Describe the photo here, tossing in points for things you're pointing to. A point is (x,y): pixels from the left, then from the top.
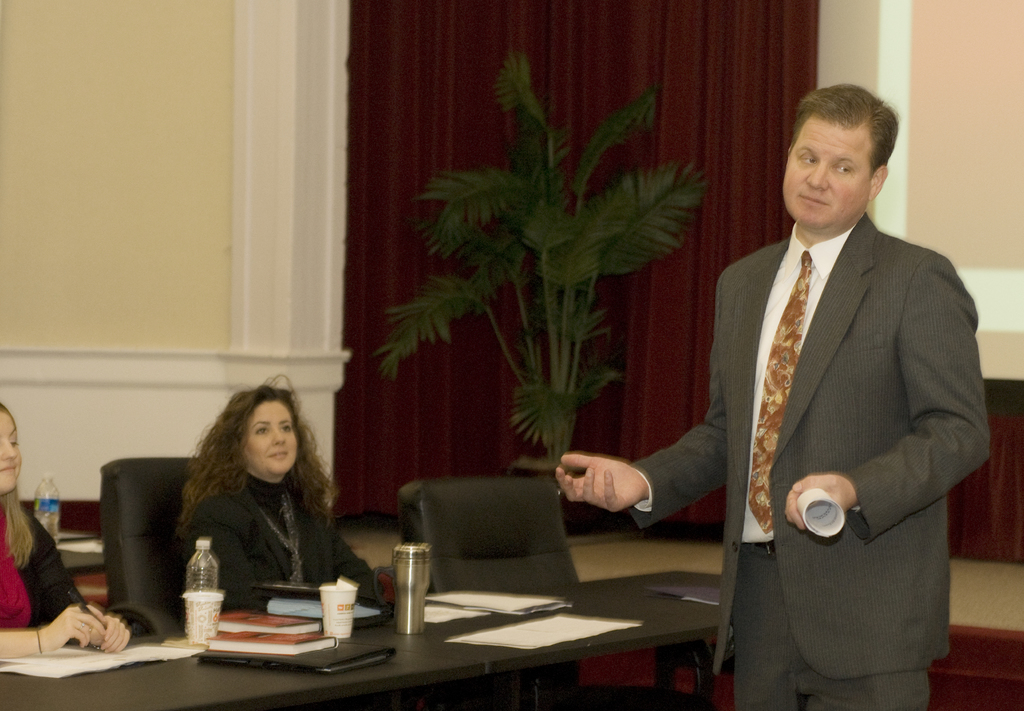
In this image there is a person (689,469) standing and holding a paper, and in the background (8,458) there are two persons (239,590) sitting on the chairs (174,601), there are bottles (191,590), papers (8,669), books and glasses (410,594) on the tables (56,697), curtains (474,25), plant (622,215), wall (46,137).
